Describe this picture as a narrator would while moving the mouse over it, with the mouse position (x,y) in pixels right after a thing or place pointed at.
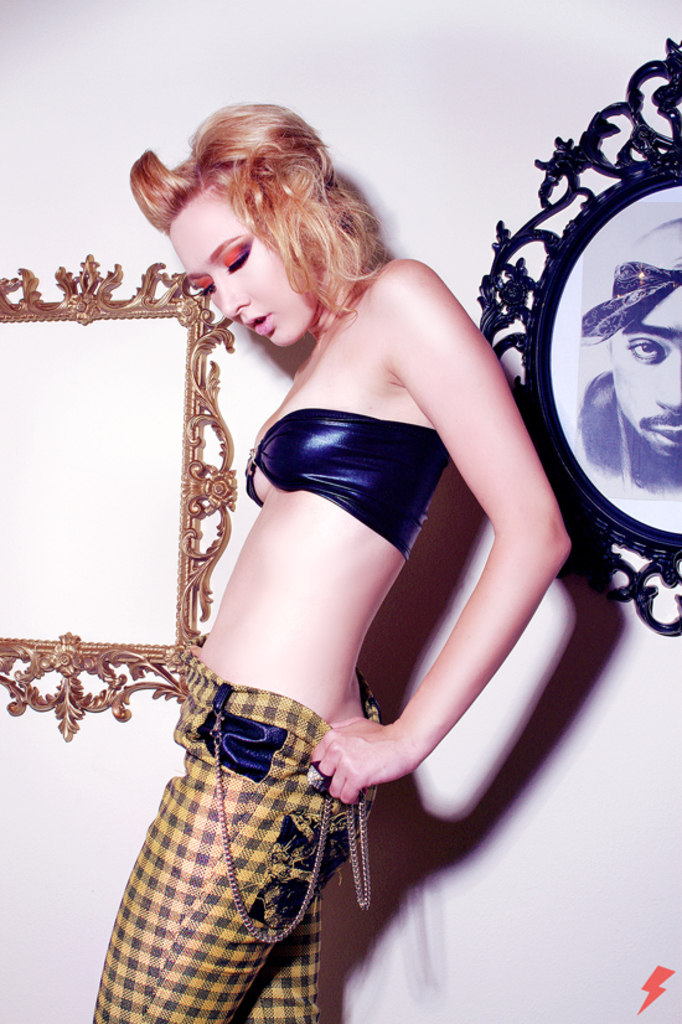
In the center of the picture (389,403) there is a woman (285,722) standing. On the right (630,351) there is a frame (620,564). On the left (166,301) there is a frame (96,467). The wall (82,143) is painted white.
